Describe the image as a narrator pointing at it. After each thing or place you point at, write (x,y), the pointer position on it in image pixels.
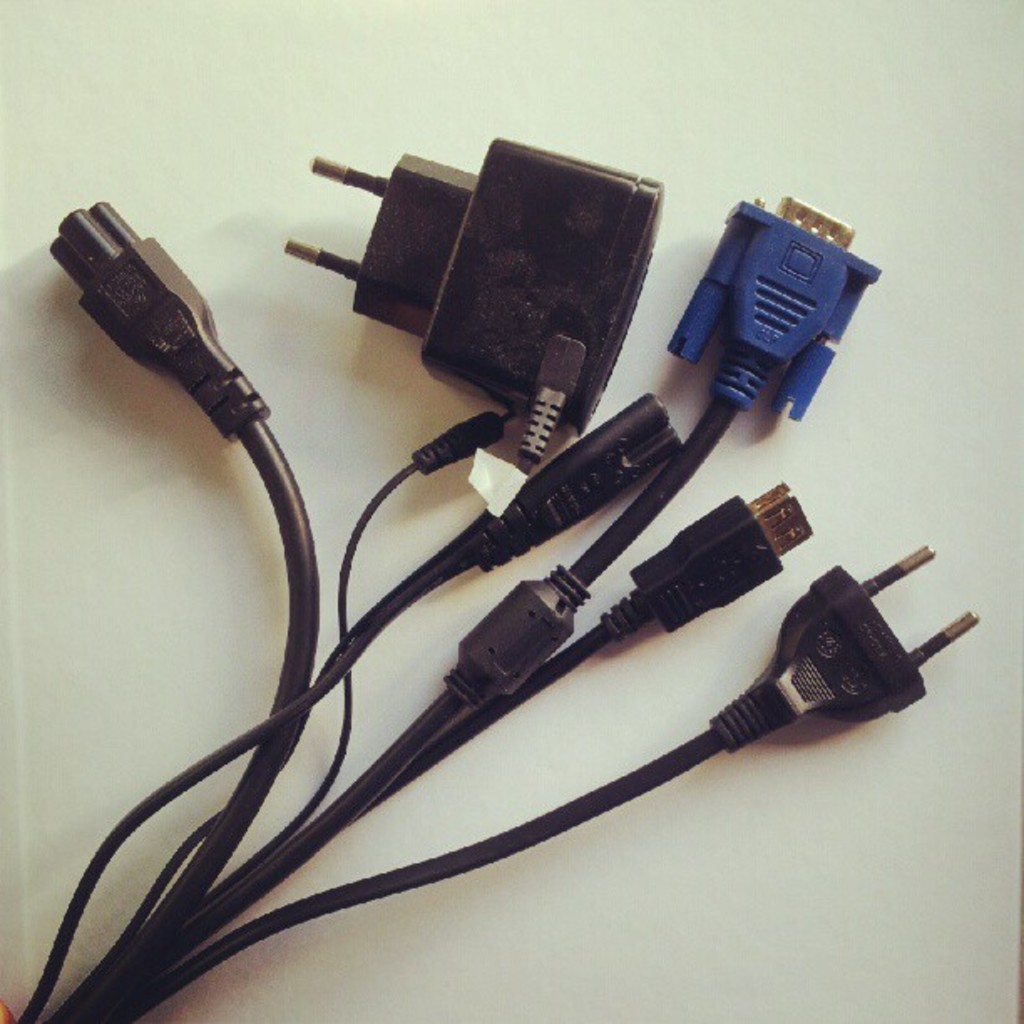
Here in this picture we can see a table (224,236), on which we can see number of cable wires (654,611) present on it over there.
